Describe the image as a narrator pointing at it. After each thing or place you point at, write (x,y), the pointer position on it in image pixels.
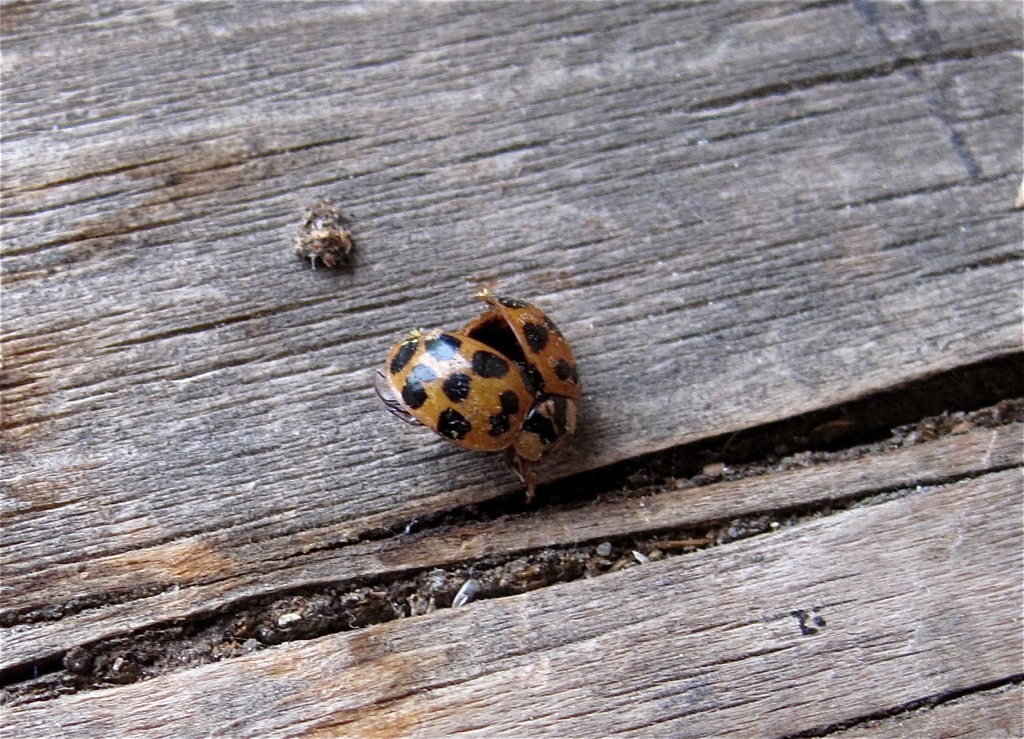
As we can see in the image there are insects (455,411) on wooden surface (248,288).
